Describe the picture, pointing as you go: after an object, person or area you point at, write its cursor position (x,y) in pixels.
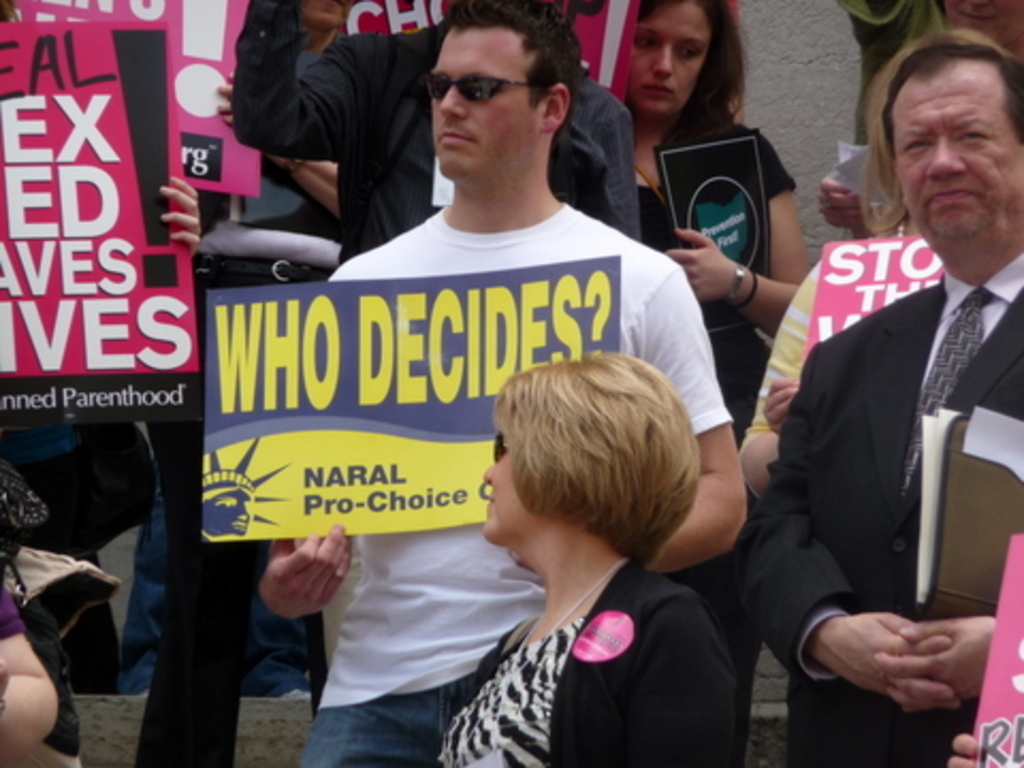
In this image I can see the group of people (490,197) with different color dresses (594,209). I can see few people (385,607) are holding the boards (339,281) and one person (901,569) is holding the file (920,561).
